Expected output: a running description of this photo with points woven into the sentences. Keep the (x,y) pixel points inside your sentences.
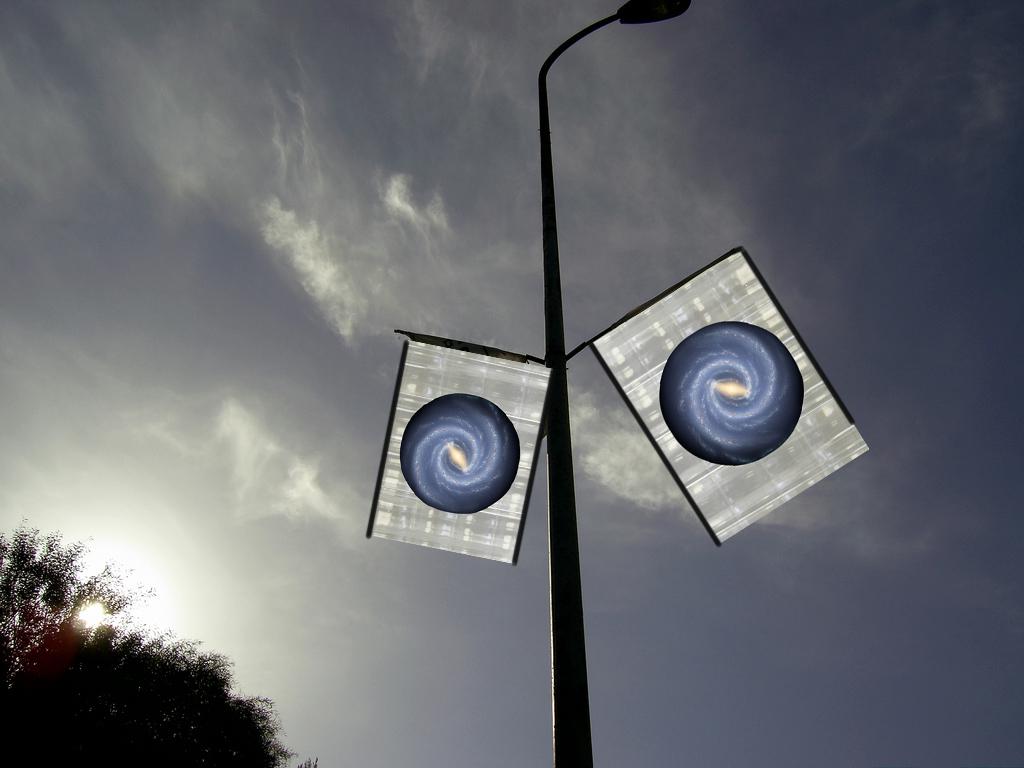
In this image I can see the sky (222,422) visible, sun light (103,610), trees (73,629) visible in the bottom left (3,730) and there is a pole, lights (651,2) and flags (667,299) attached to pole (547,257) visible in the foreground (557,357).
